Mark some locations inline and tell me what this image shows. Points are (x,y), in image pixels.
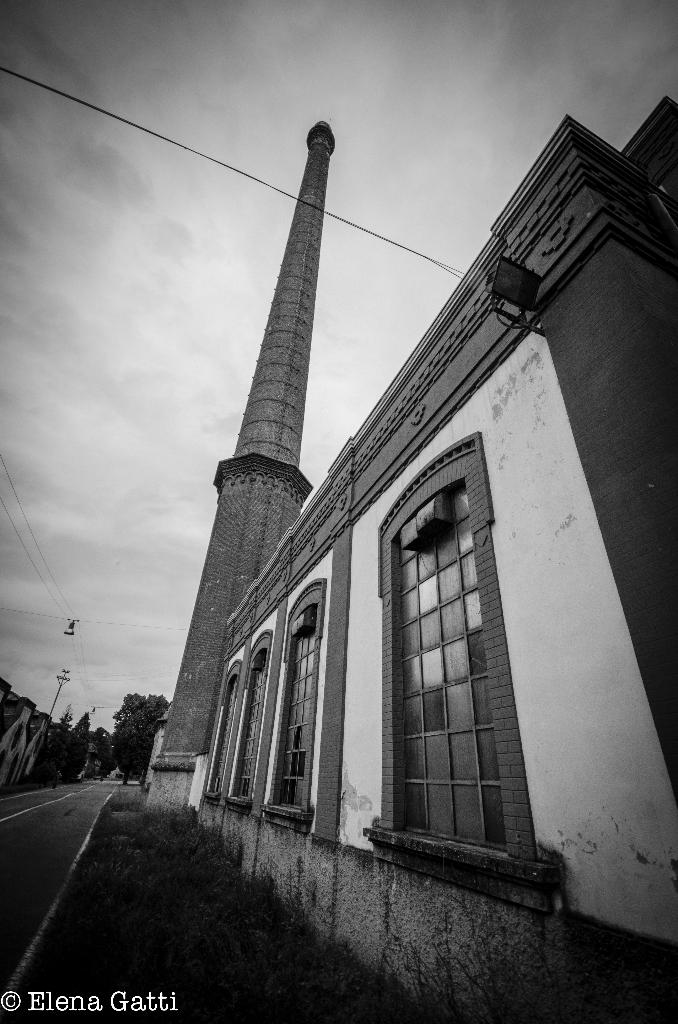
This image is a black and white image. This image is taken outdoors. At the top of the image (141,255) there is the sky (74,456) with clouds (88,360). At the bottom of the image (107,959) there is a ground (189,937) with a few plants (169,906) on it. On the left side of the image (65,815) there is a road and there are a few houses (28,722), trees (141,719) and poles (57,692) with wires (79,622). There is a tower (201,642) and there is a building (302,748) with walls (381,724), windows (439,710) and a roof (241,612).
